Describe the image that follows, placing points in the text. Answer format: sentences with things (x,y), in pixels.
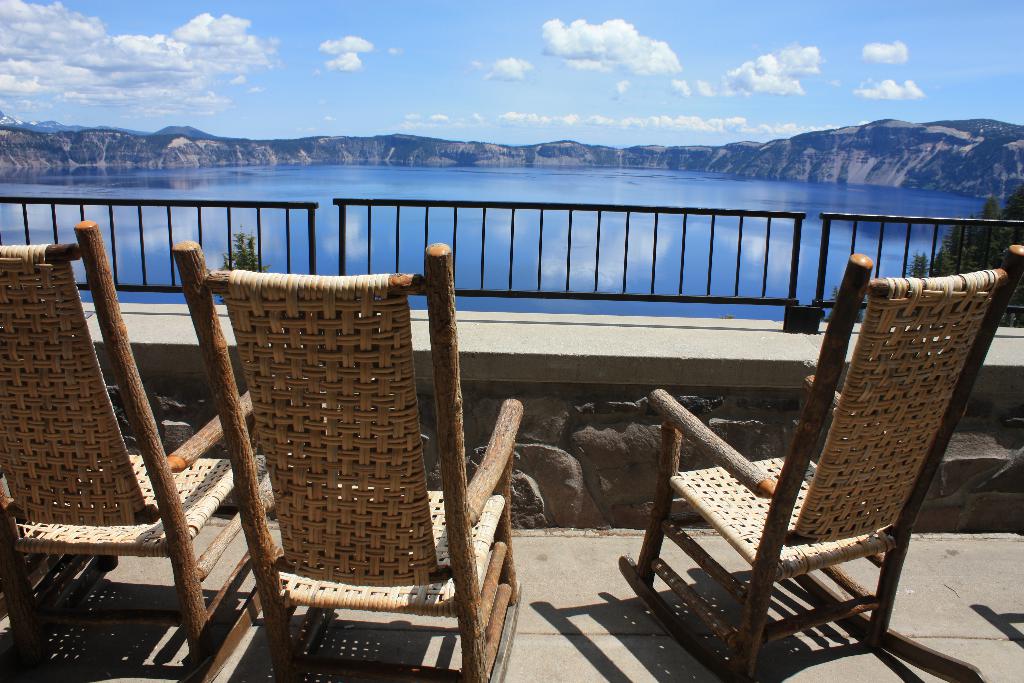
In the foreground of the image (856,267) there are chairs (822,406). There is a fencing (809,308). At the background of the image (46,155) there are mountains (55,164). There is water (486,186). At the top of the image (569,60) there is sky (477,60) and clouds (120,86).
